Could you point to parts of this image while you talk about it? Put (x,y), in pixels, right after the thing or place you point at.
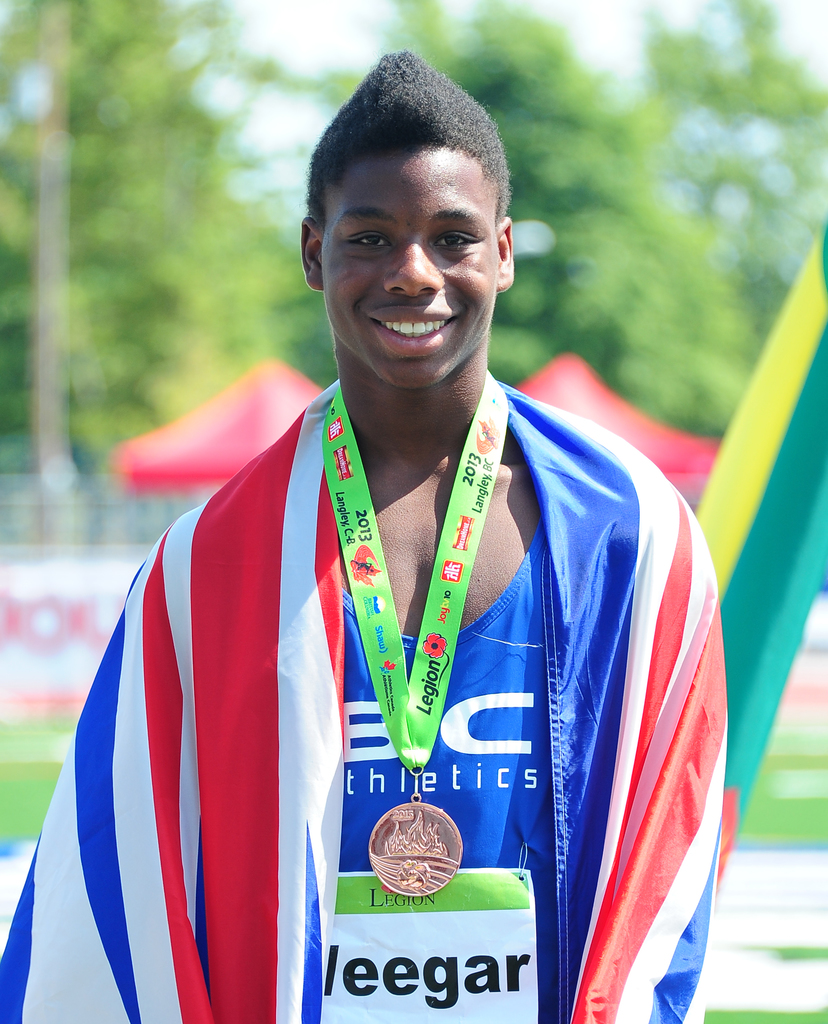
In this image there is a person (409,407) standing in the front (396,694) and smiling. Wearing a medal (417,869) and the background (697,136) is blurry.
